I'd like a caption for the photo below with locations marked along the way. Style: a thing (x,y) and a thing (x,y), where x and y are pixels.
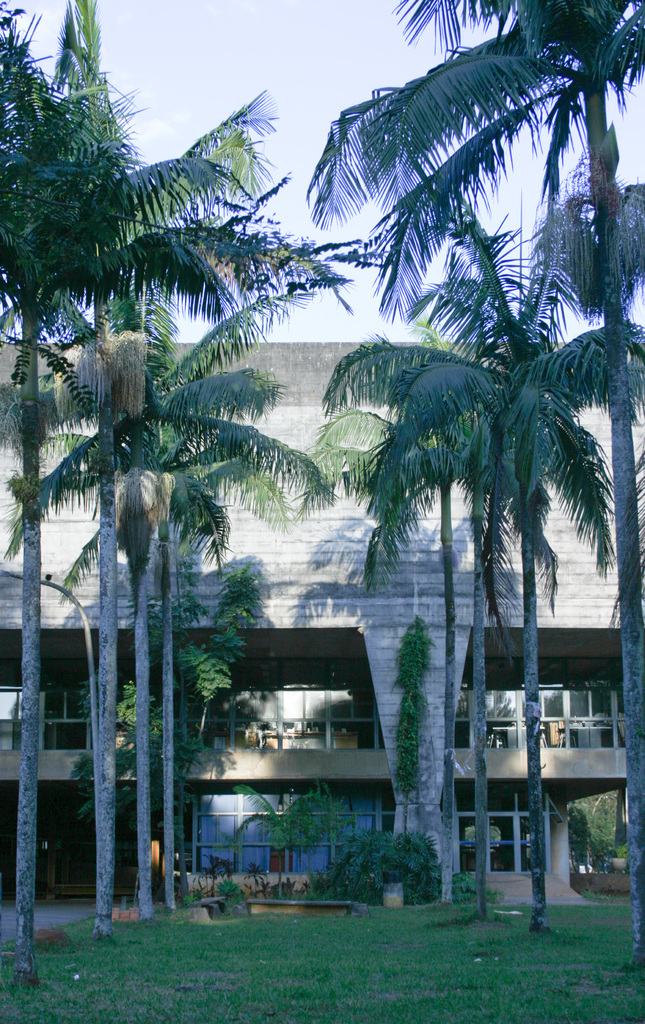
In the picture I can see building (214,587), in front of the building (255,628) we can see some trees (90,242), grass (85,933).
